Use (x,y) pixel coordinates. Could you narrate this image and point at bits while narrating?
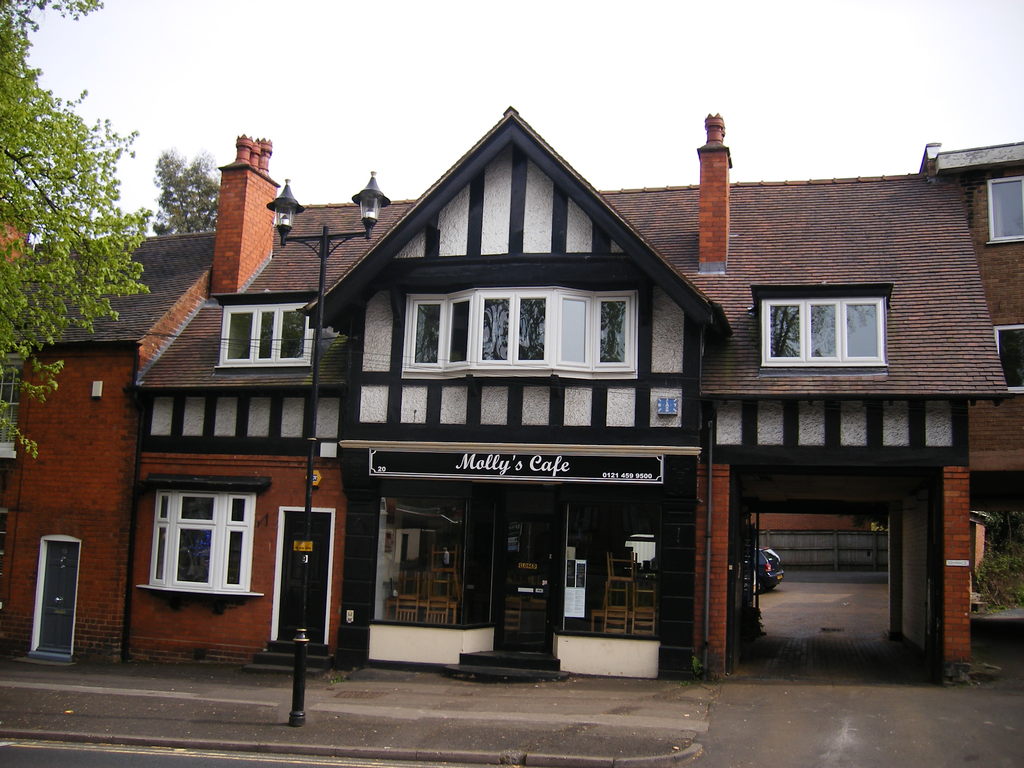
In the image there is a building (728,535) with brick walls (119,377), roofs (307,257), white color windows (817,325), glass doors (413,585), name boards (533,468) and wooden doors (315,620). Inside the glass doors (436,596) there are chairs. In front of the building (312,647) there is a pole (300,650) with lamps (378,208). On the left side of the image (68,203) there is a tree (56,319). At the top of the image (391,82) there is a sky (519,88).
